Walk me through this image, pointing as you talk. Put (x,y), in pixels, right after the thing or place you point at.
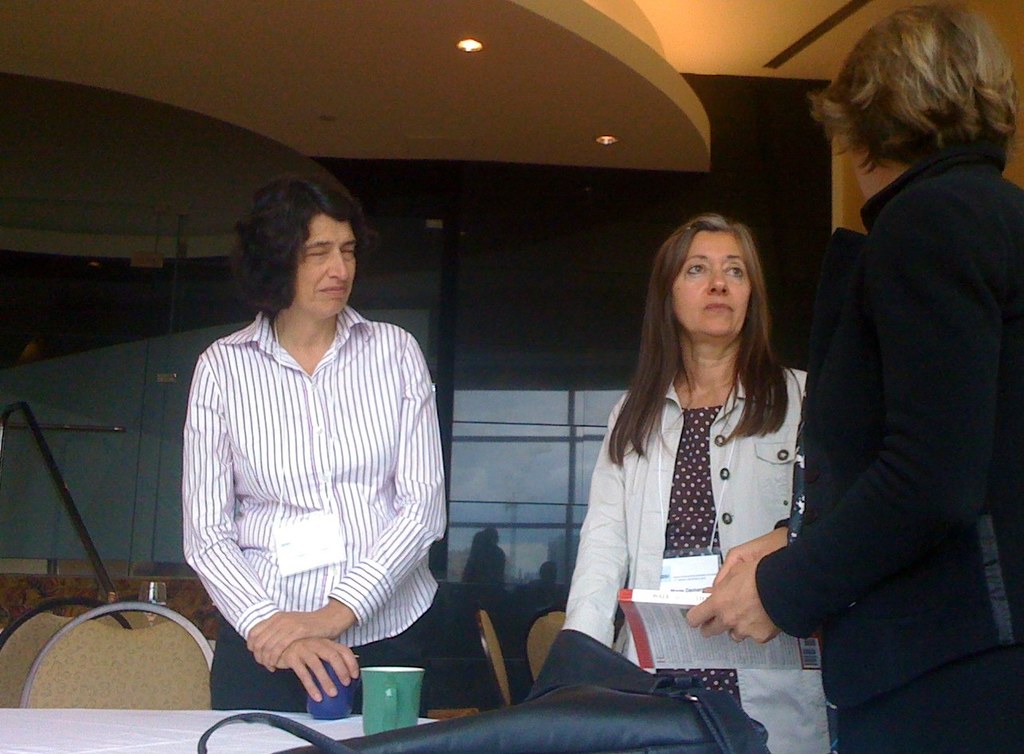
In this picture we can see three woman (718,257) standing and talking to each other and in front of them there is table (37,720) and on table (187,735) we can see two cups (345,692) and one cup (345,692) is holding by this woman (261,468) and in the background (114,559) we can see glass (130,559), wall (136,597), light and here this woman (929,516) is holding book (684,629) in her hand (727,607).
